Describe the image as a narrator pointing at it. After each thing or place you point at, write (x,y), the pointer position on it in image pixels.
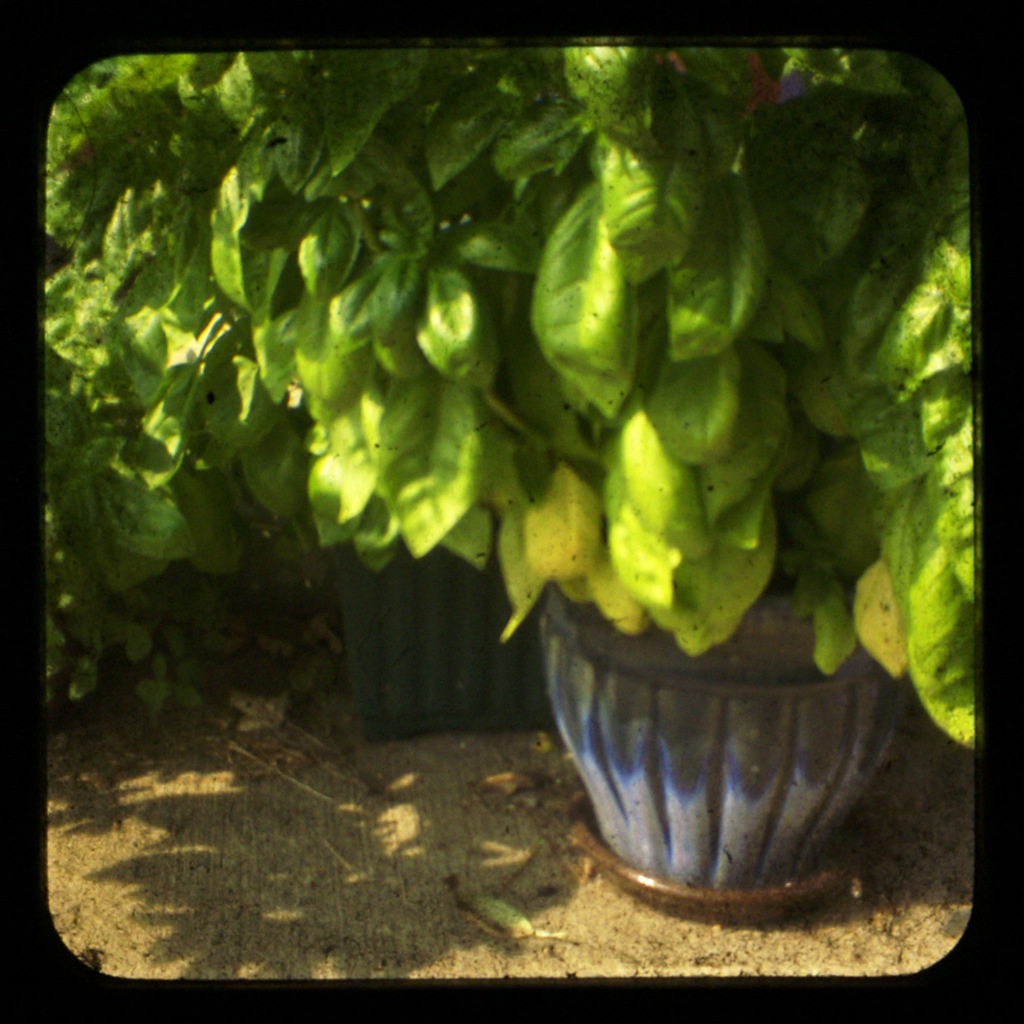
In the image there are plant pots (361,605) on the land (575,913).
